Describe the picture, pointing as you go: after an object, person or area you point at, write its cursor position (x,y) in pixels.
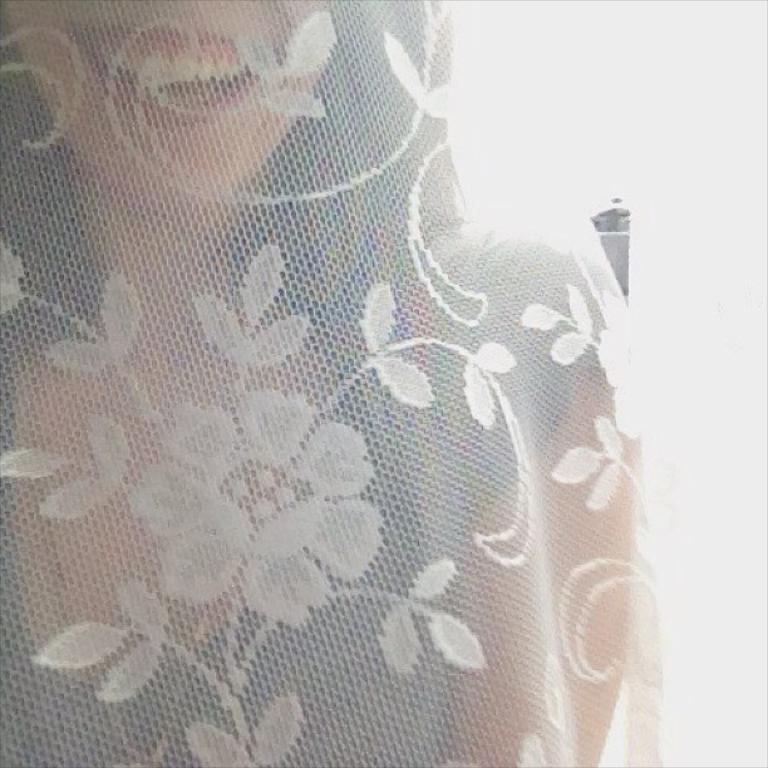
In this image there is a woman (232,353) behind the cloth (340,596) having flowers (228,467) and leaves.
